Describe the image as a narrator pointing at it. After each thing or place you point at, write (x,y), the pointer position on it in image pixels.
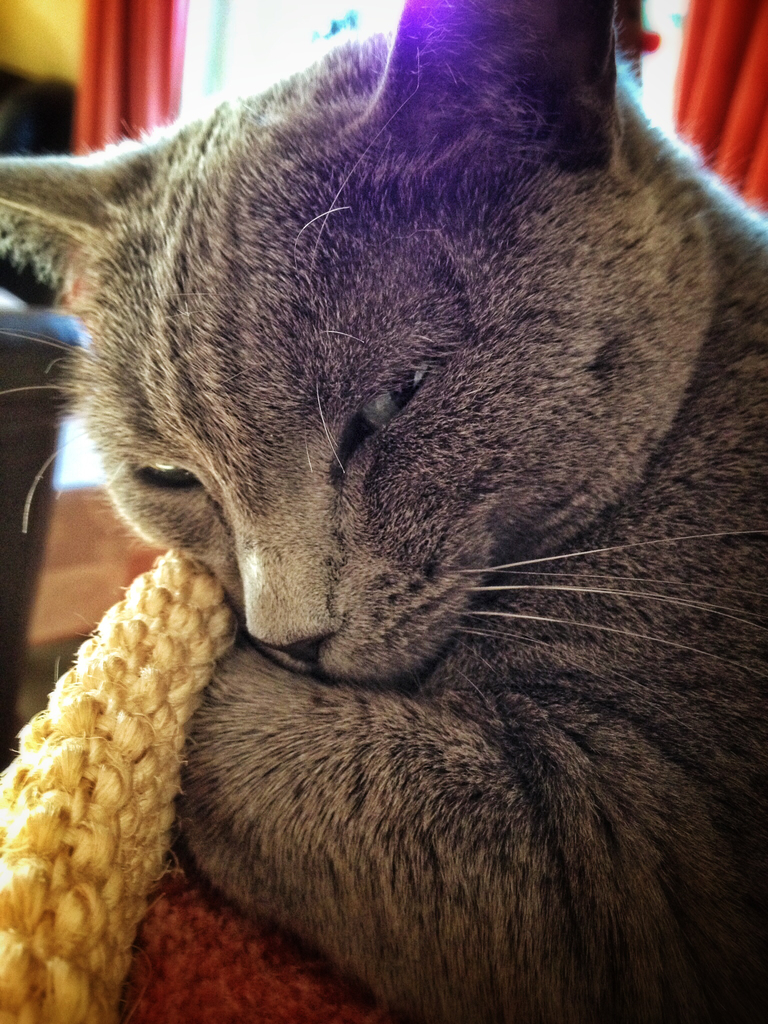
In this image I can see a cat (369,590) which is in brown and gray color. Background (131,70) I can see a couch (65,333) in black color, curtain (128,118) in red color and wall (67,32) in yellow color.
